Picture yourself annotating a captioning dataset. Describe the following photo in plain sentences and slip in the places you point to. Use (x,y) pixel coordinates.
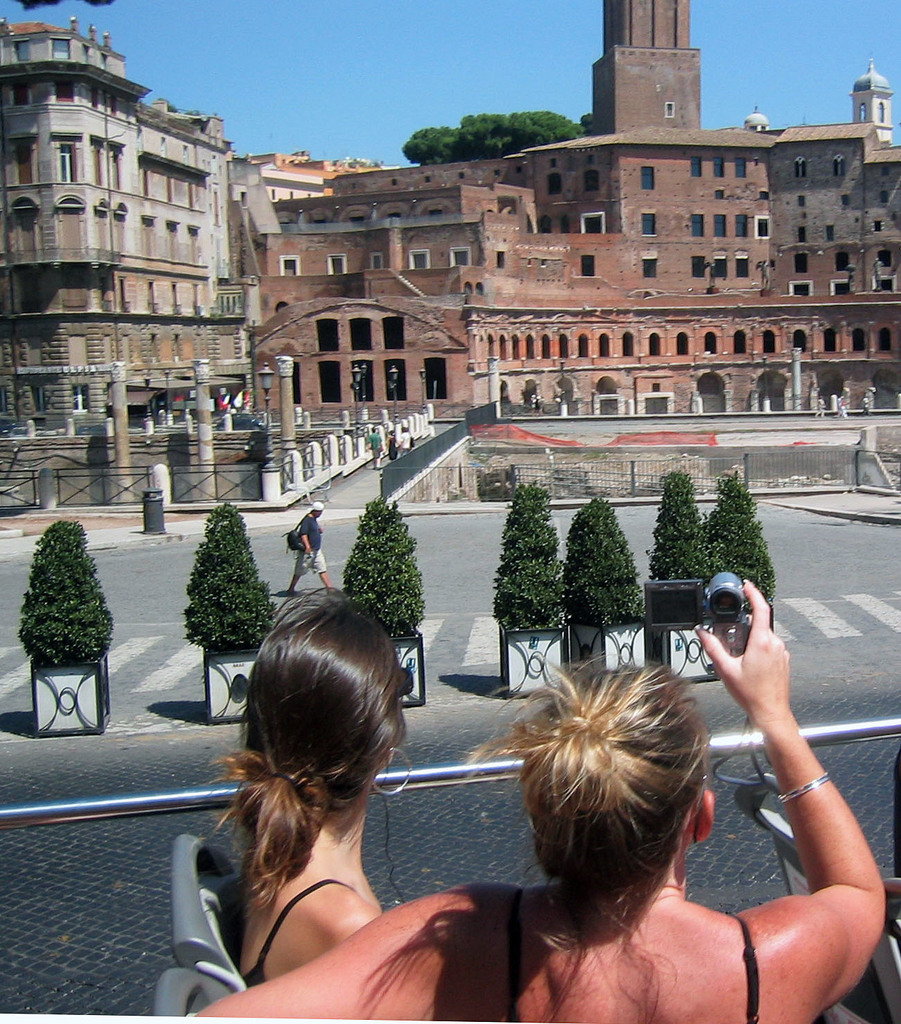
In this image I can see 2 women (650,913) are sitting on chairs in the vehicle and I can see one of the woman (773,643) is holding camera (737,655) in her hand (741,667). In the background (641,617) I can see the floor (117,757), few flower pots (222,687), few trees (622,605), a person (302,570) standing on the road (327,566), a bridge (357,469), few persons (407,445) on the bridge (418,461), the railing (509,482), few buildings (442,402), few trees (465,129) and the sky (378,67).
